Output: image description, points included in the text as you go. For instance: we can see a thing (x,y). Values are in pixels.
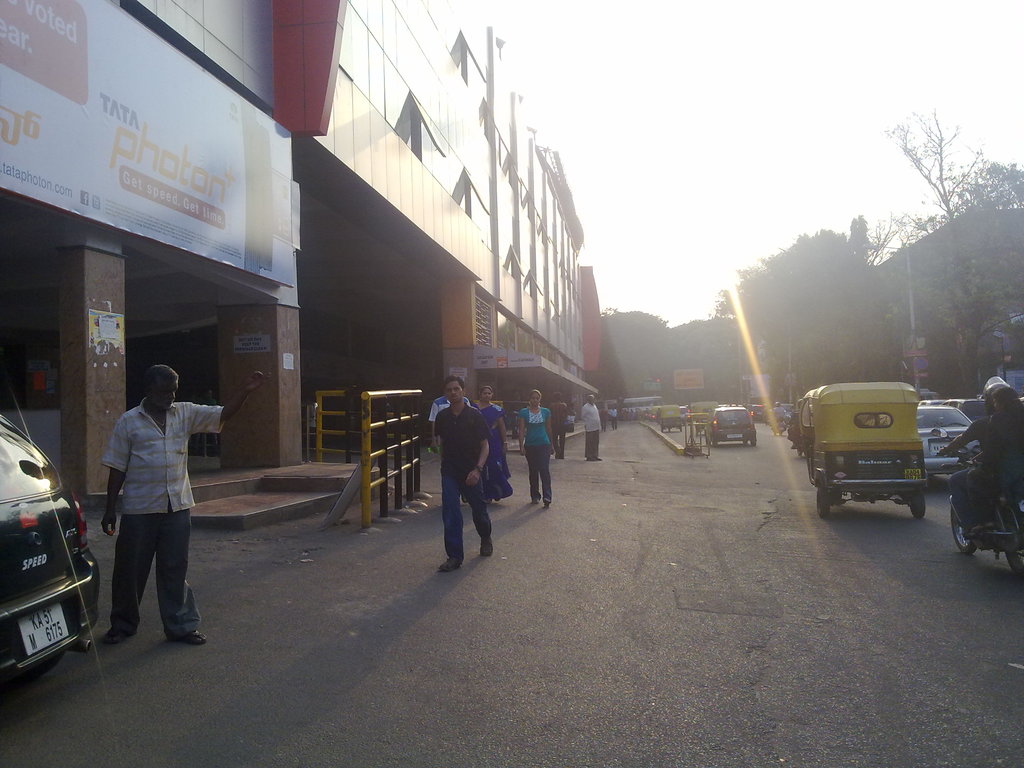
In this image, we can see people (145,494), vehicles (859,456) and poles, boards (698,382) and a fence (390,428) are on the road (584,591). In the background (405,202), there are trees (928,279), buildings (342,236) and boards (187,147). At the top (694,91), there is sky (718,105).
